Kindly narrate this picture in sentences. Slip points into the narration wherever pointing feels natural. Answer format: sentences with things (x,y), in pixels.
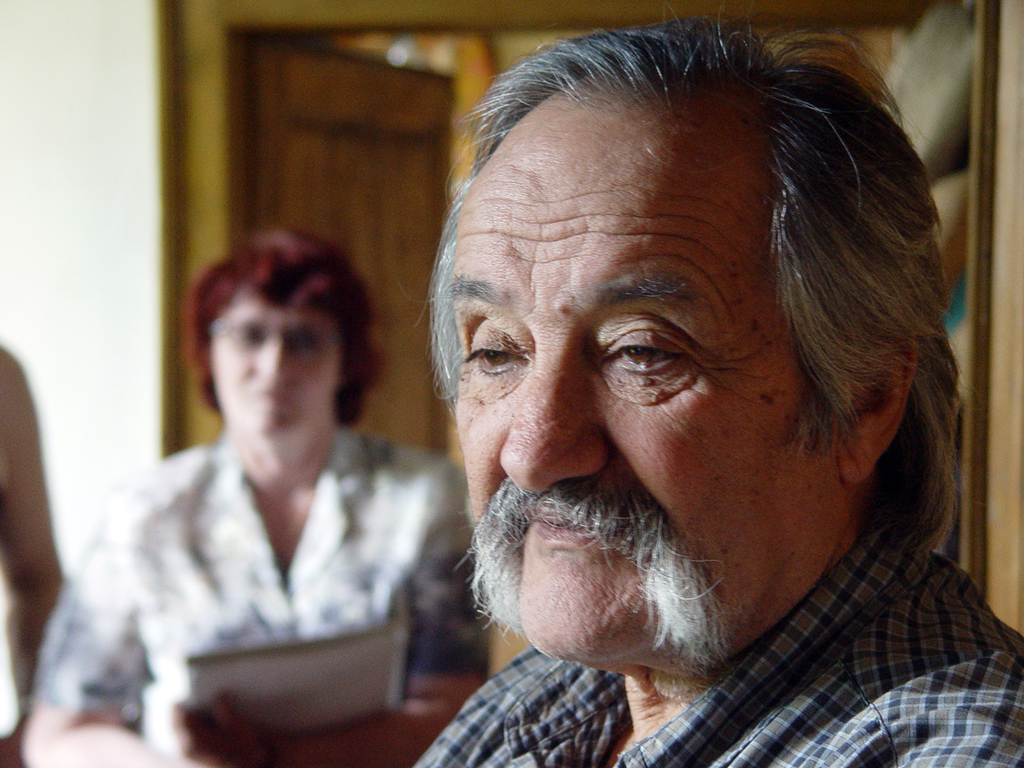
In this image, we can see persons (442,627) wearing clothes (390,541). In the background (86,229), image is blurred.
